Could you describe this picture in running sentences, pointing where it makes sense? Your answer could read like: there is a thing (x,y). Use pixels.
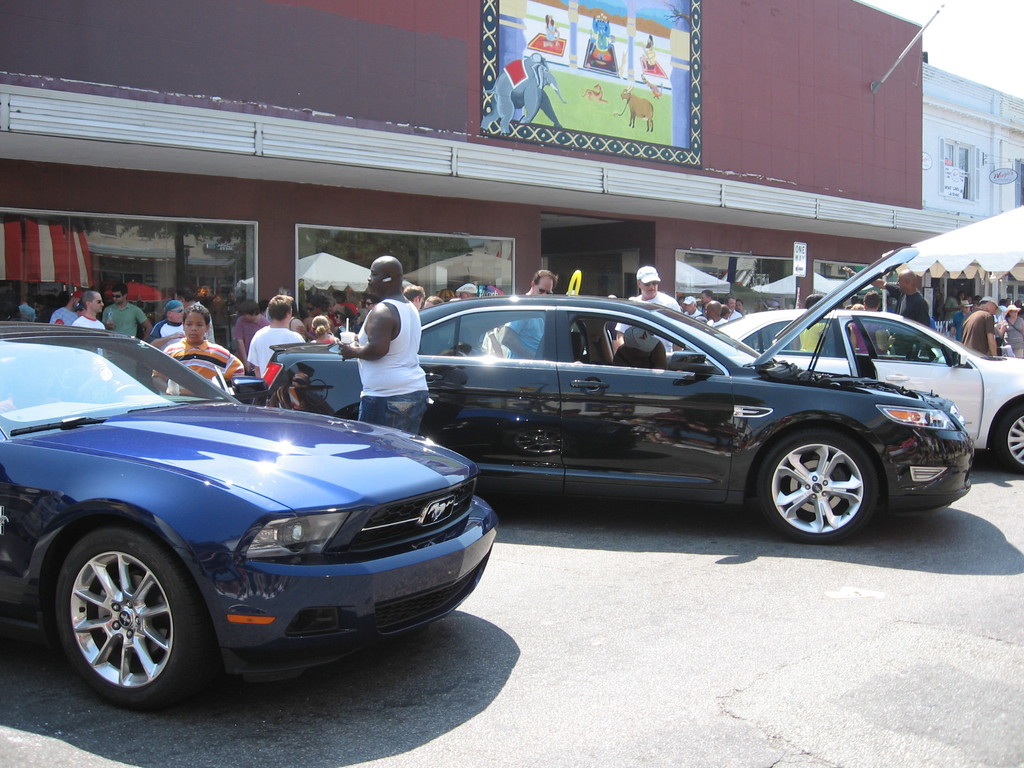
In this image i can see few vehicles (714,443) parked and number of people (336,327) standing behind them. In the background (856,250) i can see a building (823,86), sky (964,52) and a board (620,61).
